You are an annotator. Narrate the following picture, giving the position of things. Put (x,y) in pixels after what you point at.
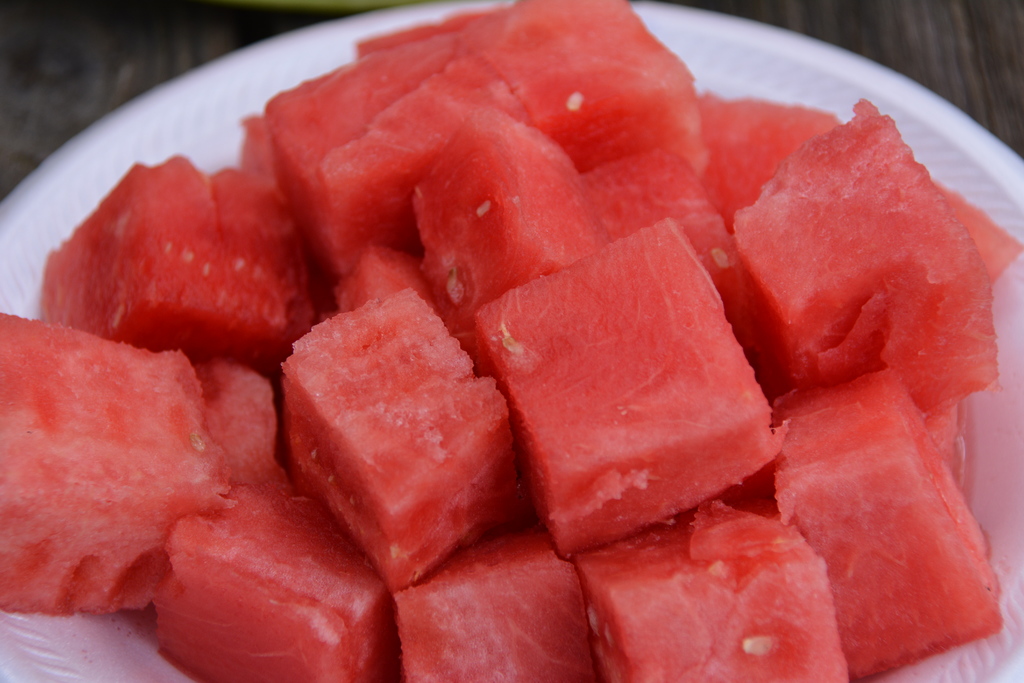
We can see water melon slices (431,304) in a plate (87,149) on a platform (962,58).
